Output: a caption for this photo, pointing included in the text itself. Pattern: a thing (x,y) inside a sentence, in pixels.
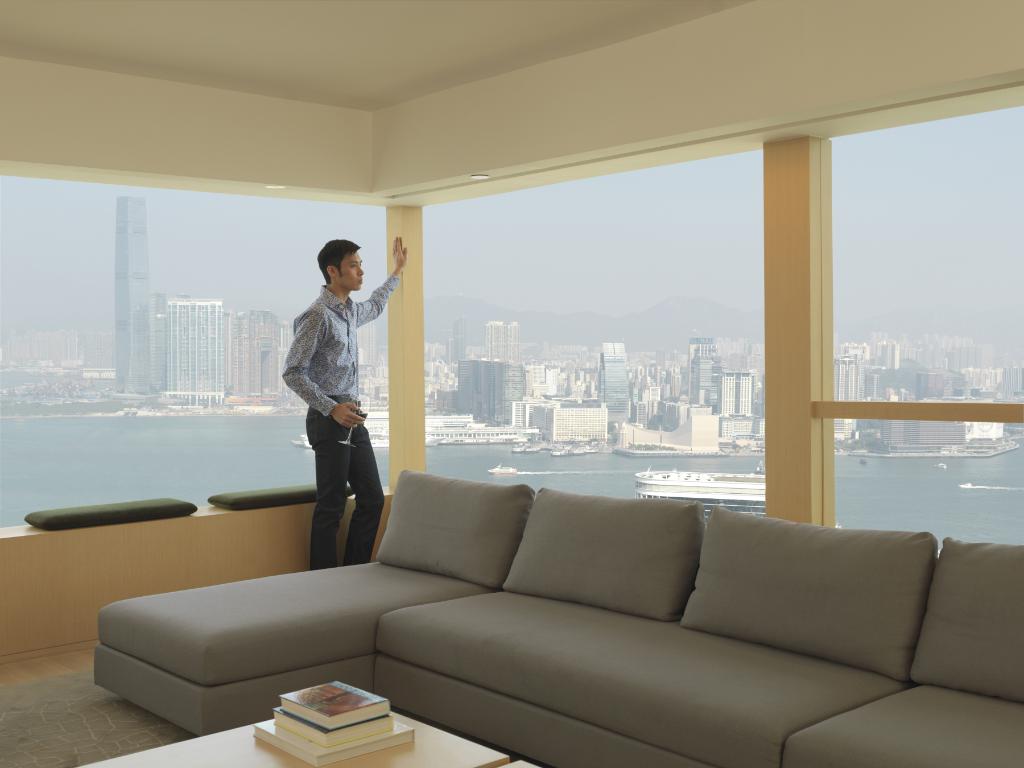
In this image I see a man (325,485) who is standing and he is holding a glass (360,405), I can also see a couch (421,519) and a table (194,752) on which there are books (286,722). In the background (245,483) I see lot of buildings (129,240), water (47,451) and the boats (494,472).
